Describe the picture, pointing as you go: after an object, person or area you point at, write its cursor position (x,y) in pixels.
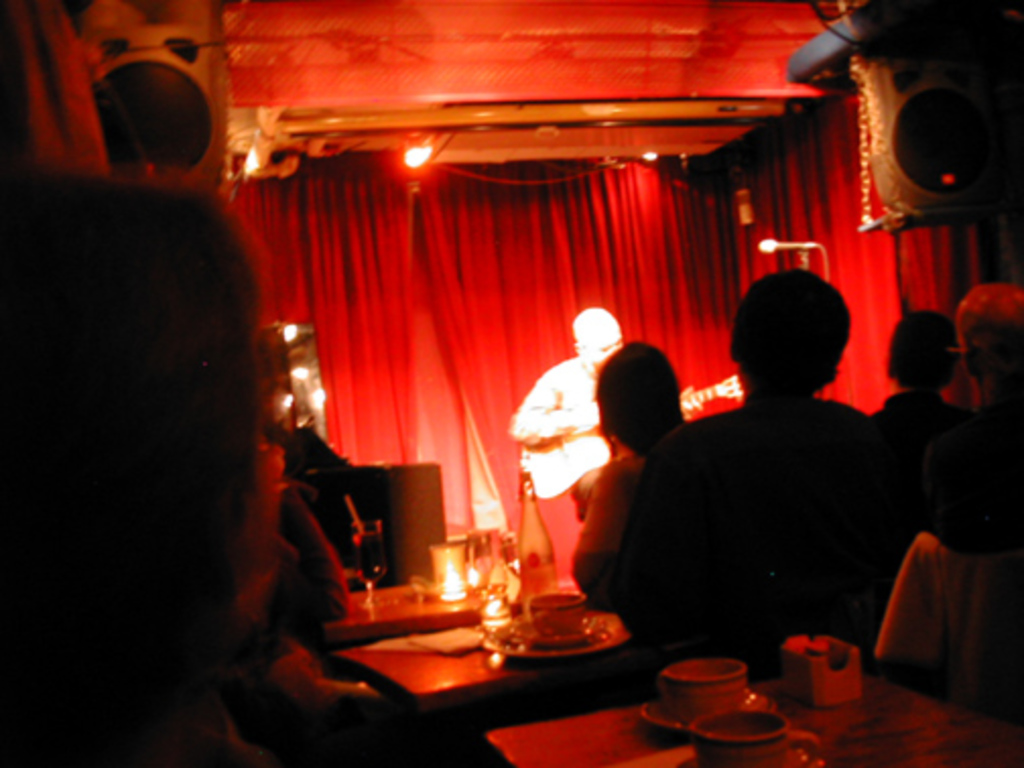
In this picture there is a person (570,376) sitting and playing guitar (570,478) and there are few persons (647,541) in front of them and there are few tables (623,750) which has few objects (530,625) placed on it beside them and there are speakers (912,129) on either sides above them and the background (552,225) is in red color.
